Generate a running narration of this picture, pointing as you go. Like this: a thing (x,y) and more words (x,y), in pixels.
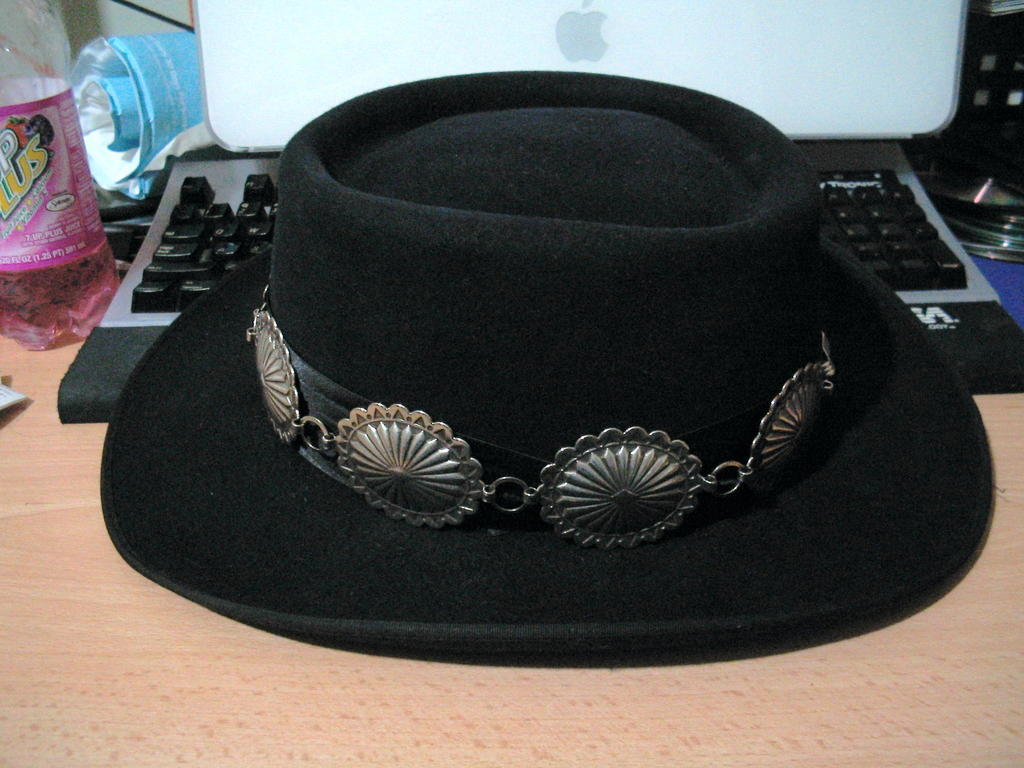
There is a black hat (574,371) placed on a keyboard (851,222) and there are some other objects (444,57) behind it.
